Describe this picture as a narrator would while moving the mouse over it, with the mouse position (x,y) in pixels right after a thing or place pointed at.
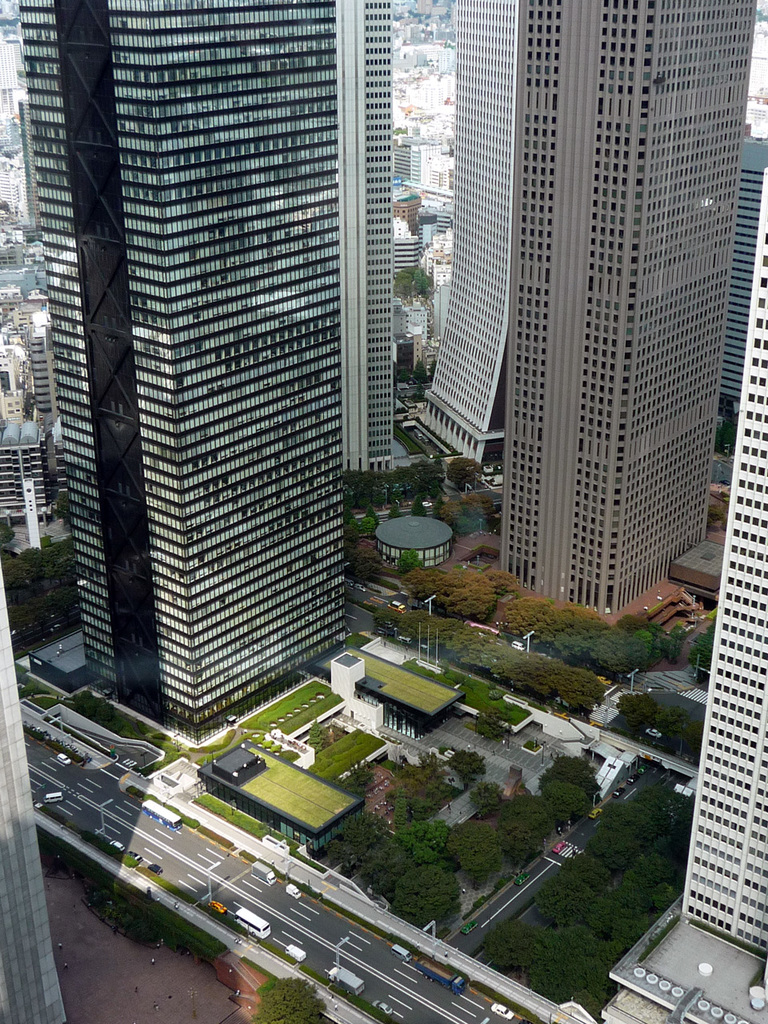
This is a top view image of a city (368,579), in this image we can see buildings (333,364), roads (334,930), vehicles (268,867) and trees (405,880).
